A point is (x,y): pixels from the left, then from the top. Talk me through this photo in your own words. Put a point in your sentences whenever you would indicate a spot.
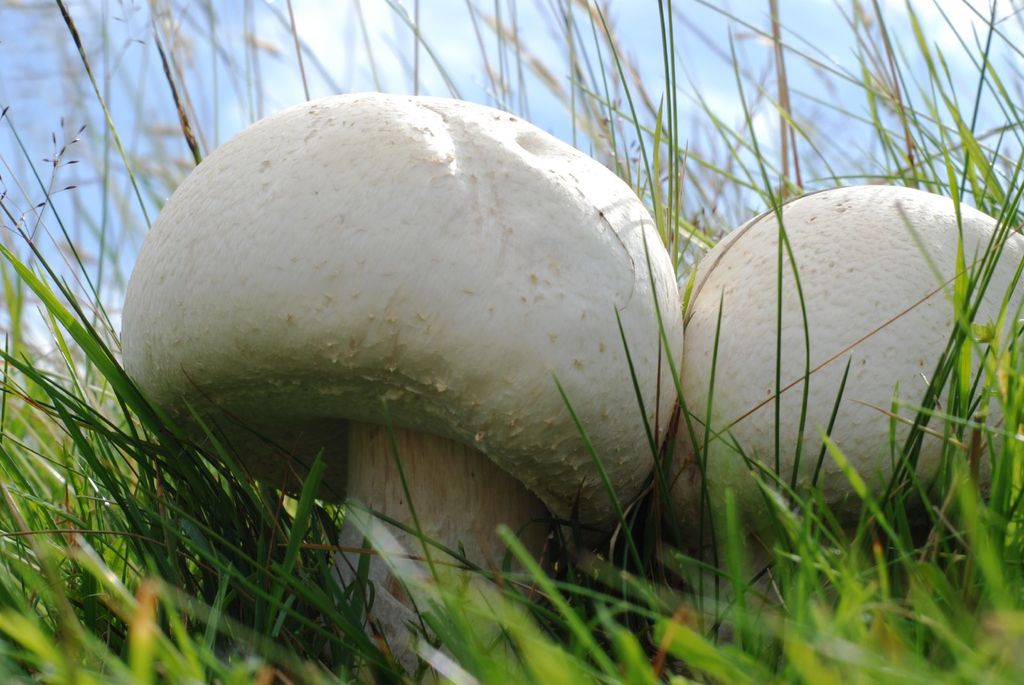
In this picture we can see mushrooms (395,509), grass (795,587) on the ground (944,546) and we can see sky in the background (763,94).
